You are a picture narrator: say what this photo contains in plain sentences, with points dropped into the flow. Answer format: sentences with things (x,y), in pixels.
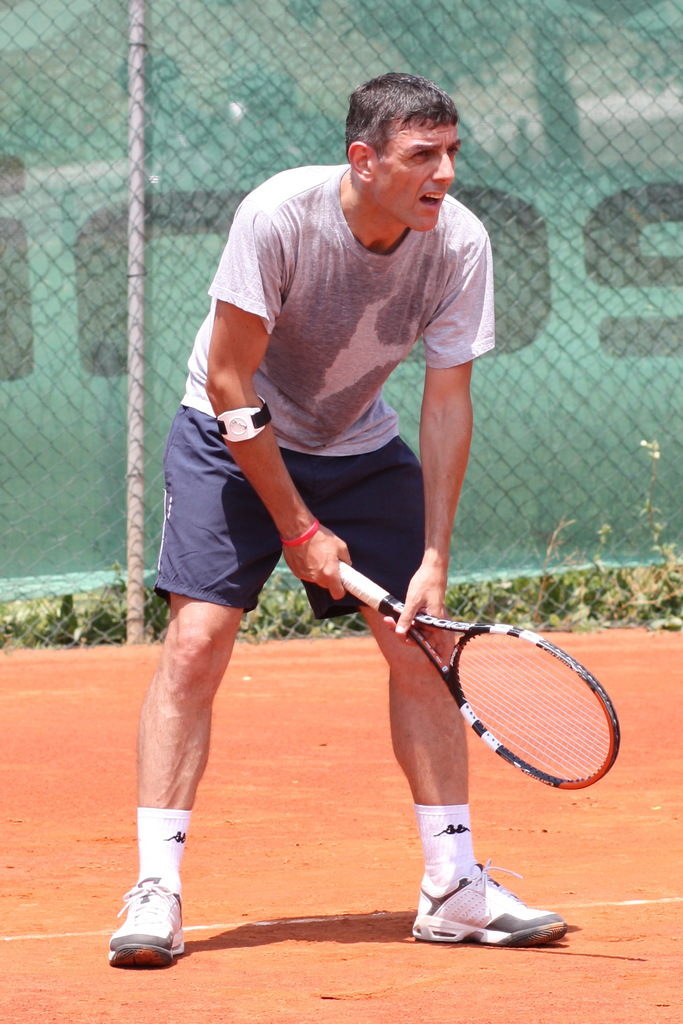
In this image i can see a man (336,360) wearing a t shirt (309,344) and a short (231,524), holding a racket (474,705) in his hand (435,575), i can see he is wearing socks (159,867) and shoe (161,916). In the background (159,9) i can see few plants (682,609), a fence (552,553) and a metal pole (135,53).
